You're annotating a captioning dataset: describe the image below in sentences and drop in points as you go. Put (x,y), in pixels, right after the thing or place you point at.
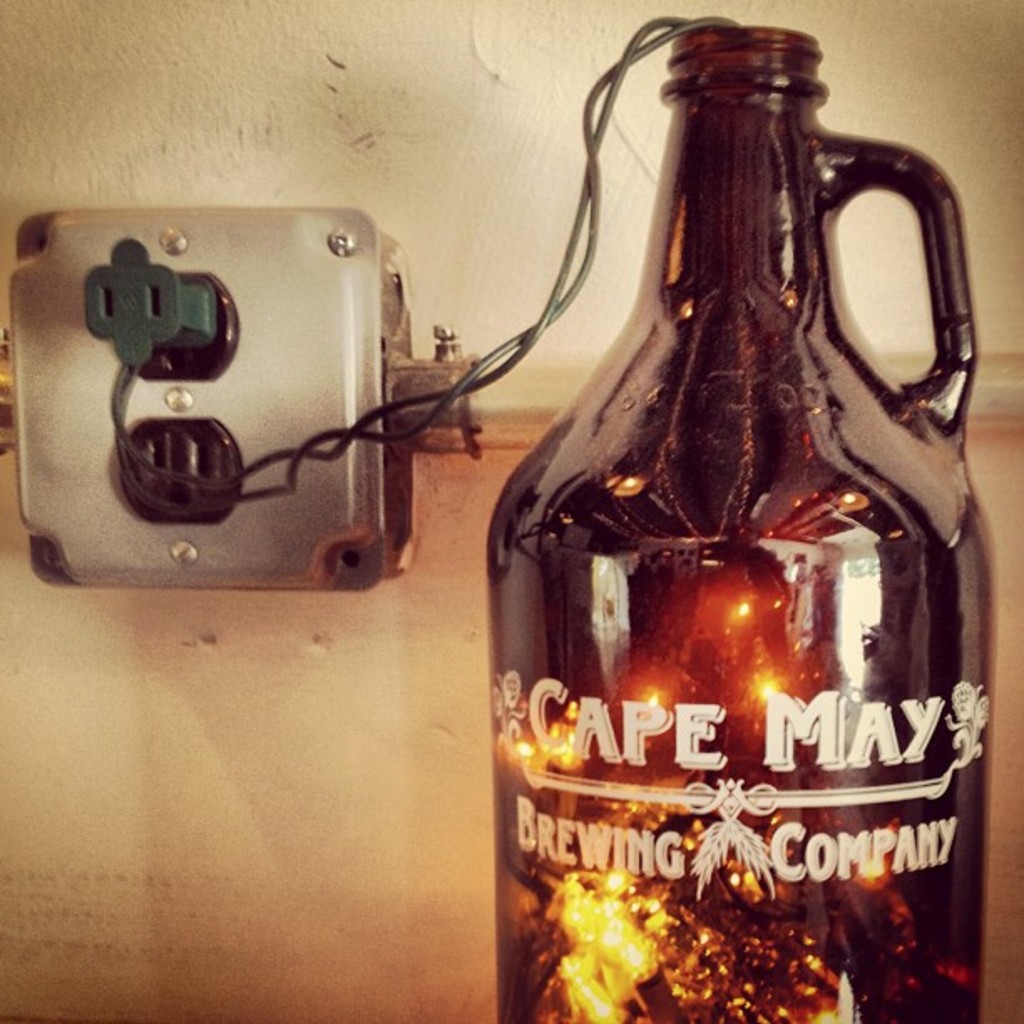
In this picture I can see a bottle (791,513) and few lights (635,945) in the bottle (674,840) and I can see text (646,720) on it and I can see a socket board (306,520) on the wall (209,203).
